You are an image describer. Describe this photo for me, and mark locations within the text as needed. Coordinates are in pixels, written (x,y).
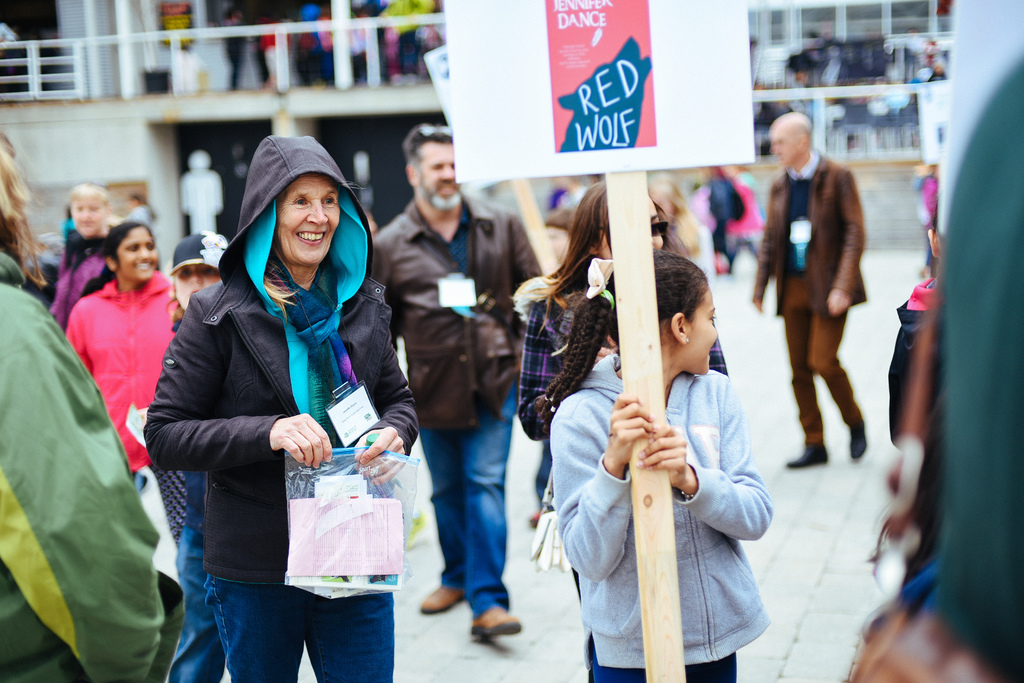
Here we can see few persons (413,431) are standing and walking on the road (547,671) and among them few are holding hoarding board poles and a packet (394,592). In the background (152,45) the image is blur we can see fences (45,100), few persons (392,56) standing on the floor (388,96) and other objects (178,8).
